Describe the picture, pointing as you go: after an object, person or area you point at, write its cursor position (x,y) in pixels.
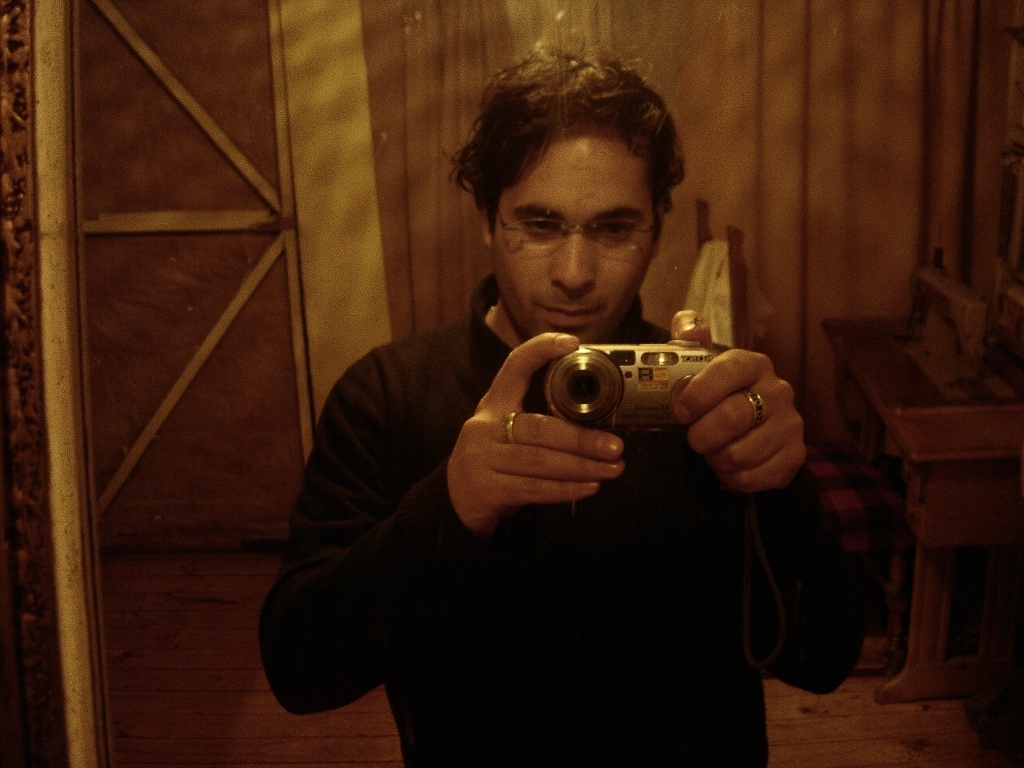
This is the picture of a man (566,487) in black shirt (423,465) holding a camera (637,424). The man (536,425) having a ring (511,430) to his both hands (489,412) and background of this man (549,460) is a wooden wall (371,177).
